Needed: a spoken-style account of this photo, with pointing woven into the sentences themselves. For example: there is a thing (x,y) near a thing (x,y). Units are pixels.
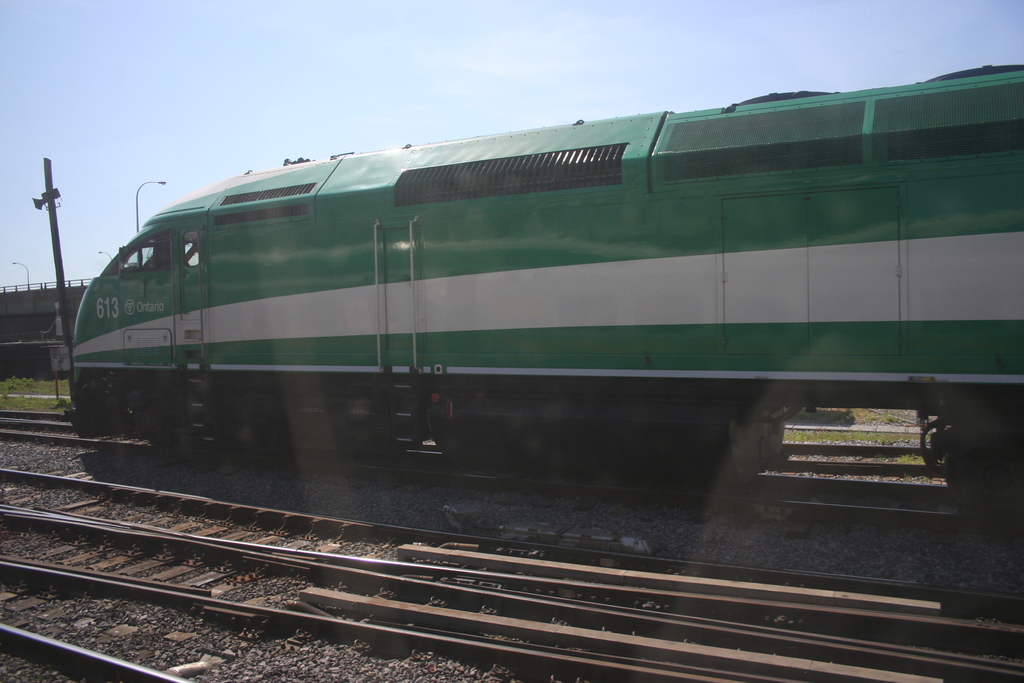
In this image, we can see a train (383,384) on the track (714,496). At the bottom (587,617), we can see few tracks (313,615). On the left side of the image (64,287), we can see few poles (67,340), grass (46,391), board (58,359), railing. Background (190,139) there is a sky (289,123).
